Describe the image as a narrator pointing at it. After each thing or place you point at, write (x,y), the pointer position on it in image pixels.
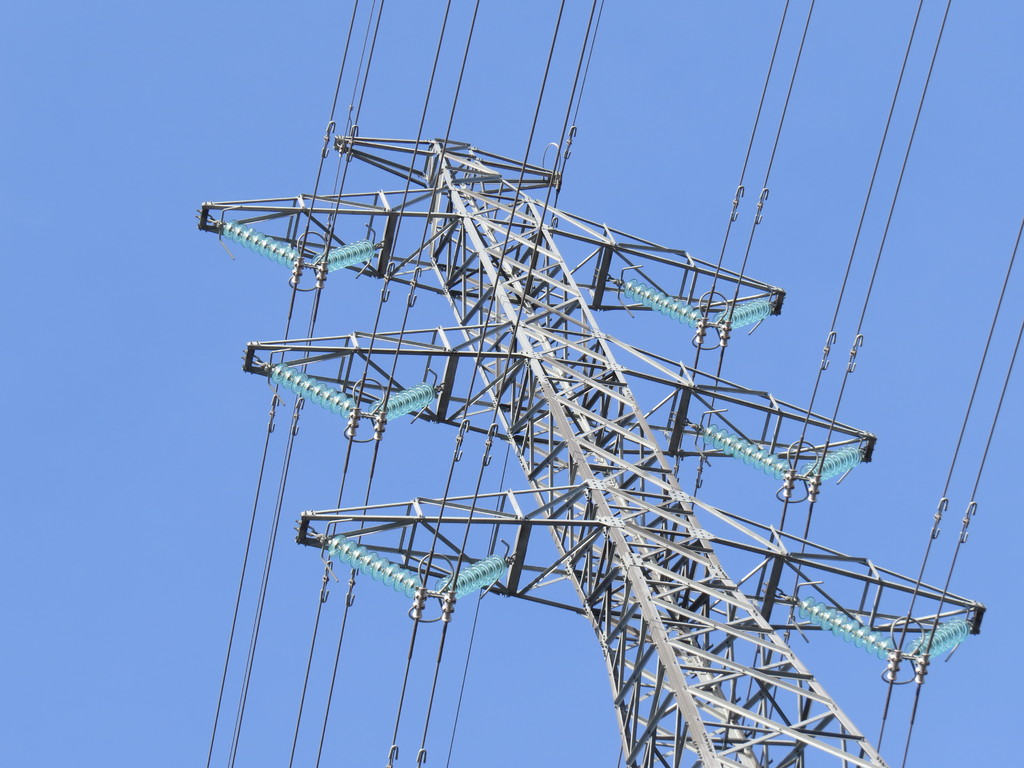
In the center of the image (672,303) there is a electrical tower (474,312) with wires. In the background of the image (186,343) there is sky (183,322).
